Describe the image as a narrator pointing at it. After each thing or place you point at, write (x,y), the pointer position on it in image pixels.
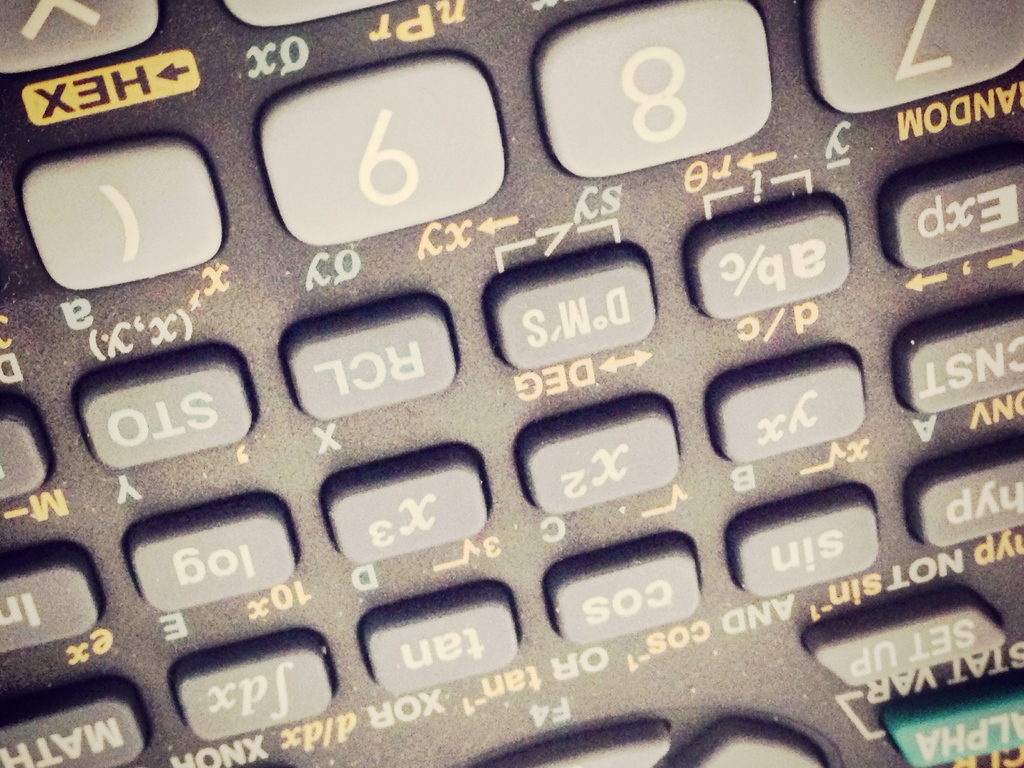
Here we can see number calculator buttons (652,465).
